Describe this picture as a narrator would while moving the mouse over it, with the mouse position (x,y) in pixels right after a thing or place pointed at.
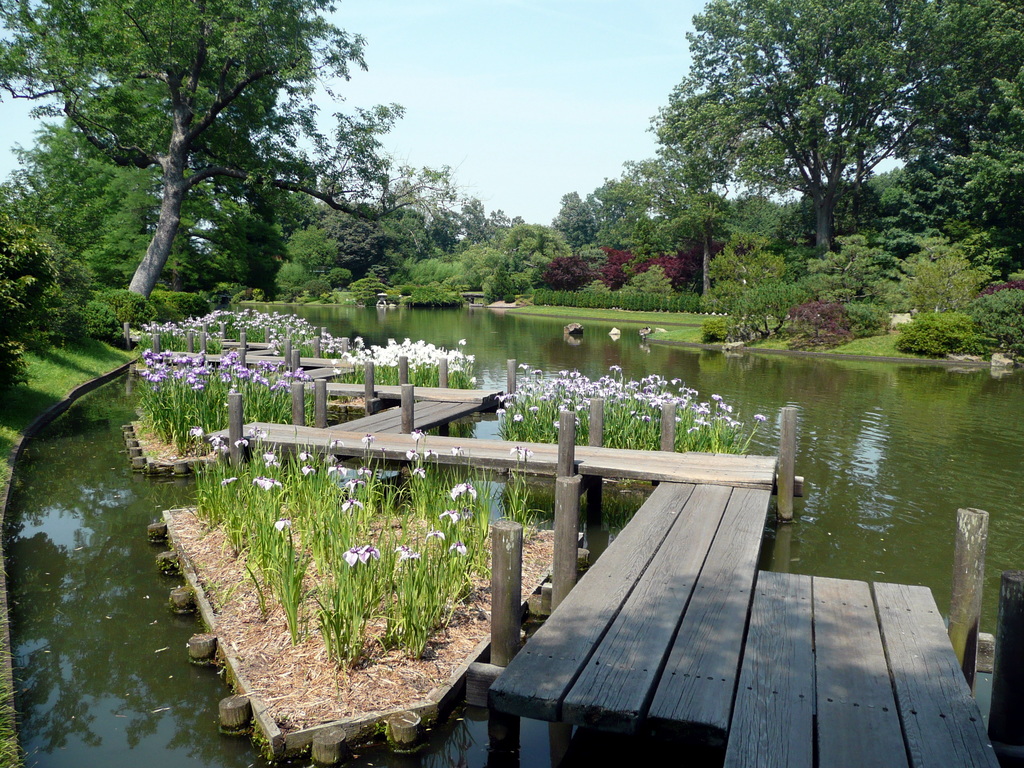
In this picture we can see a bridge (763,672), plants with flowers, water (889,507) and in the background (978,20) we can see trees (792,258), sky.
